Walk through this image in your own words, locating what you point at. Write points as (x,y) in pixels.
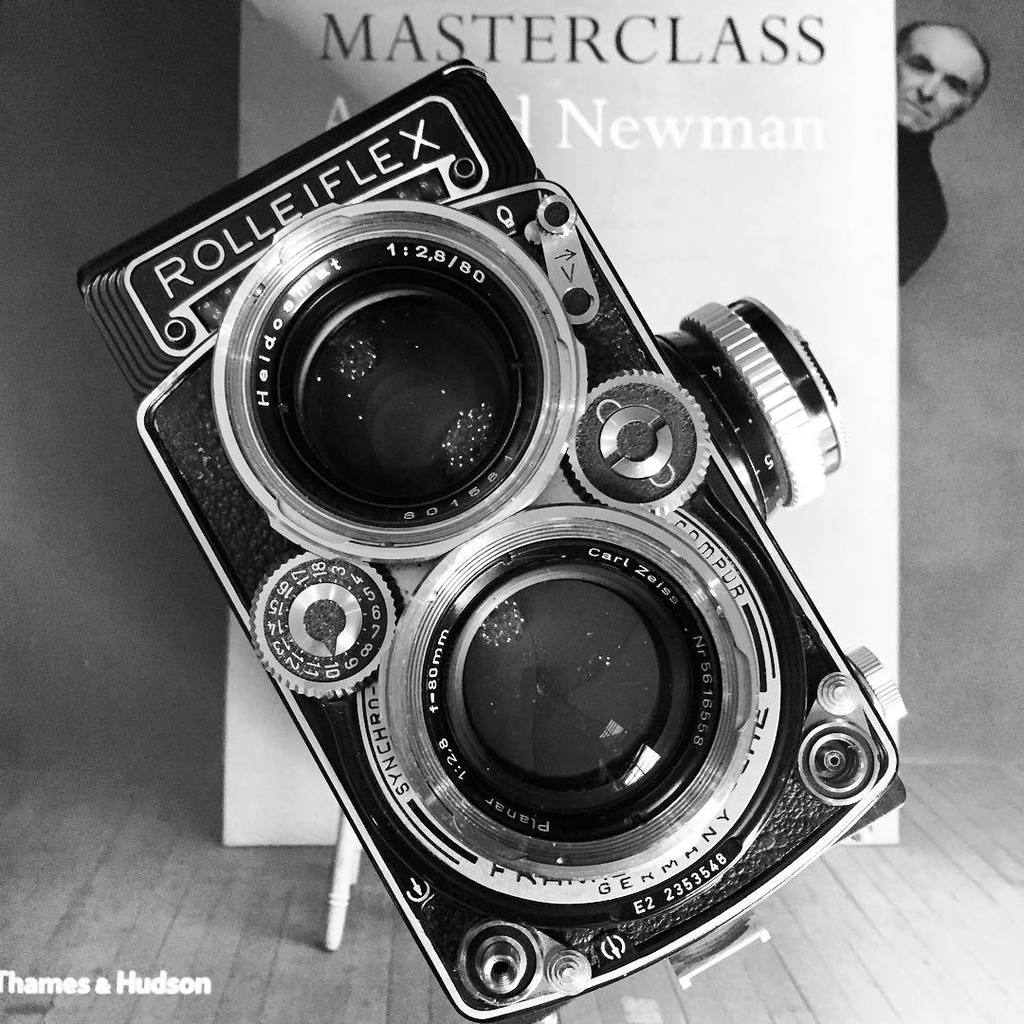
In the foreground of this image (768,823), there is a camera (546,860) in the front (728,816) and a poster (674,167) of a man (946,118) and a white board (807,147) in the back (668,250).
